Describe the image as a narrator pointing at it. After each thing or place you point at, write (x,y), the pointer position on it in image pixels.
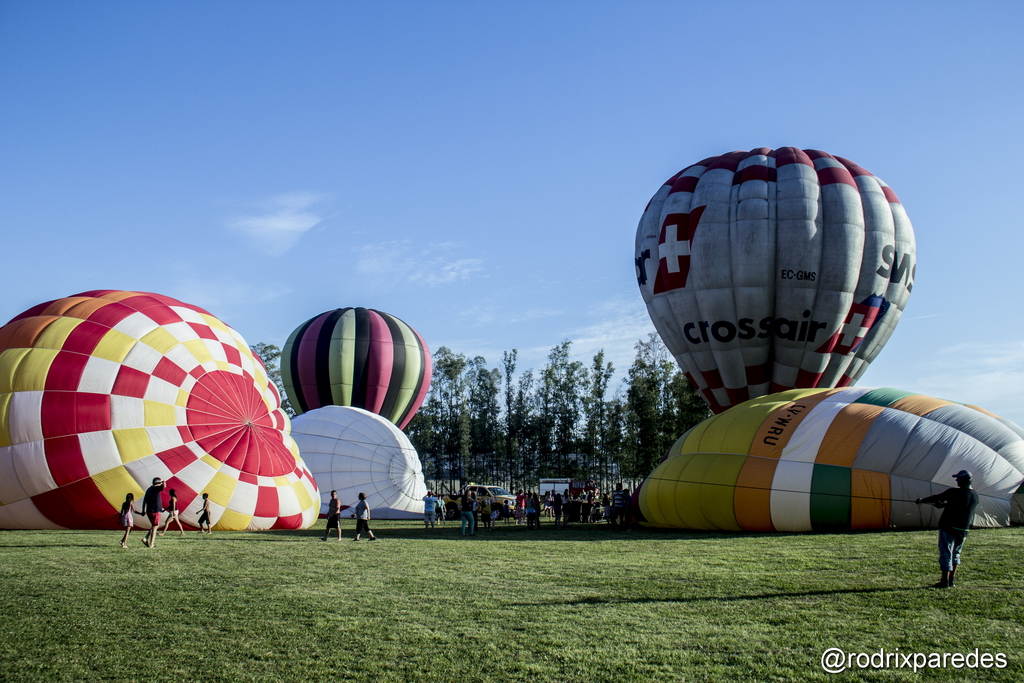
In this image in the center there are some air balloons (295,448) and some people (171,513) are walking and some of them are standing, and in the center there are some vehicles (453,505) and some persons (495,513). At the bottom (365,604) there is grass (652,610), and on the top of the image (450,178) there is sky (798,144).
